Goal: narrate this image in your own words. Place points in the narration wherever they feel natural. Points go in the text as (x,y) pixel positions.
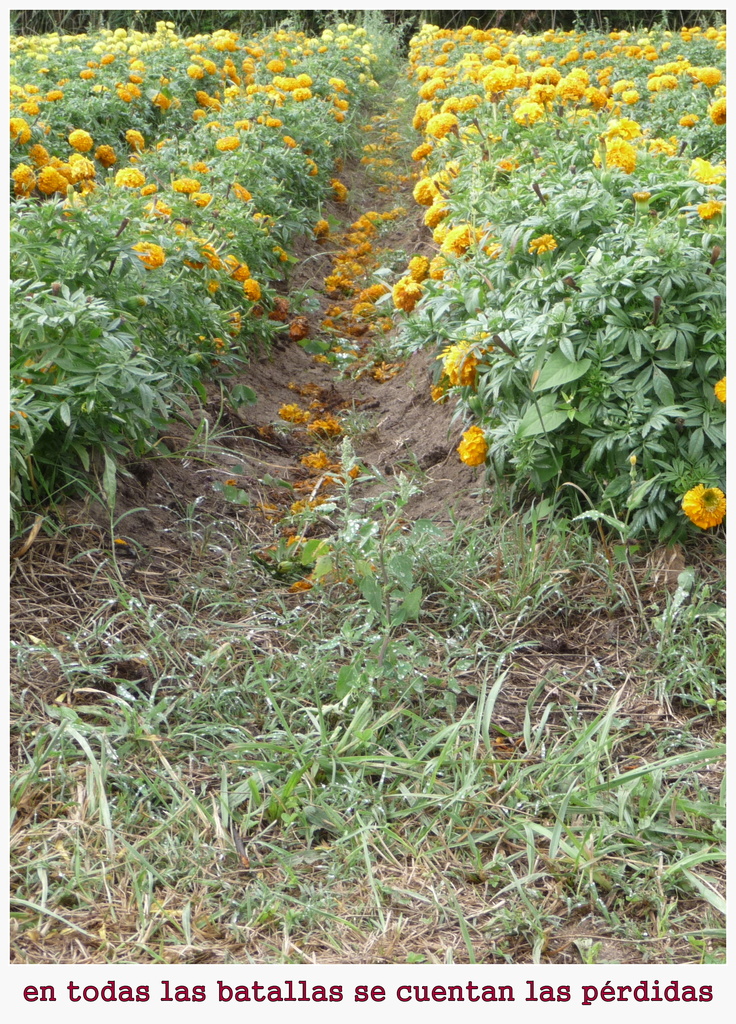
Here we can see plants (488,301) with flowers (686,497) and this is grass (345,789).
